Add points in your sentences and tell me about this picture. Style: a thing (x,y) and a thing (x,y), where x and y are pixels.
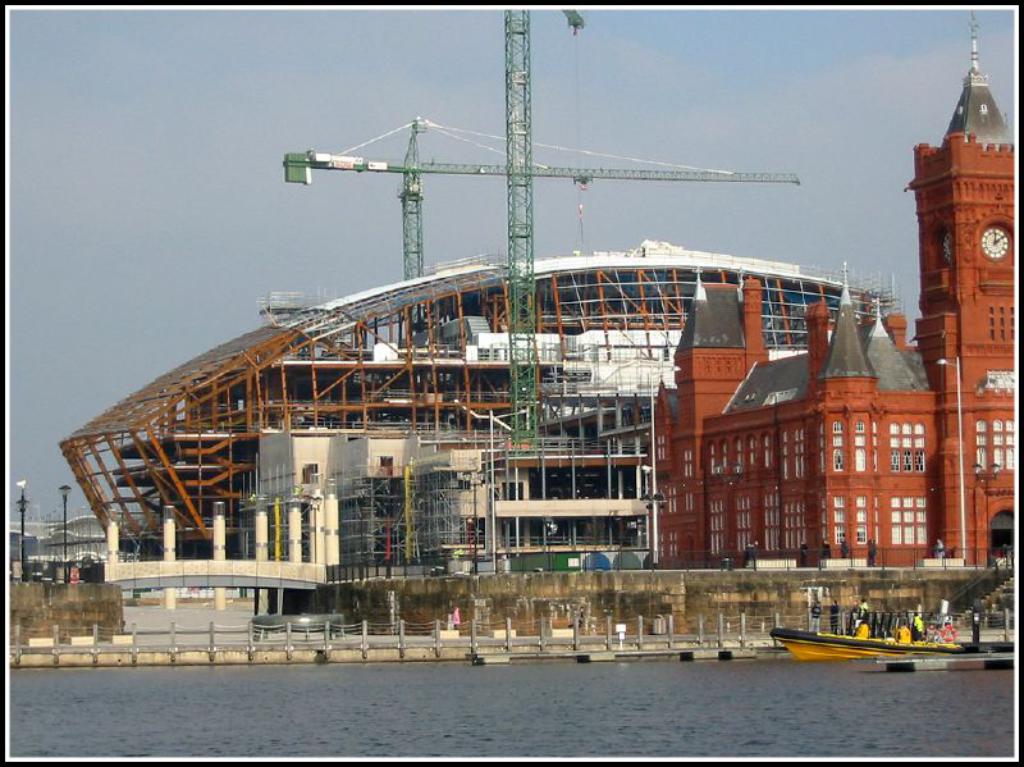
In this picture I can see there is a lake (855,669) and on to right (897,650) there is a boat (878,655) sailing on the water (832,677) and there are few people (904,623) standing on to right (886,614) and there are few stairs (1007,584). There is a building (837,462) in the backdrop (771,496) and it has a tower (972,239) with a clock (991,237), it also has windows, doors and there is another building (302,432) behind and it is under construction and there are two cranes (522,48). There are poles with lights (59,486) and the sky (202,128) is clear.
